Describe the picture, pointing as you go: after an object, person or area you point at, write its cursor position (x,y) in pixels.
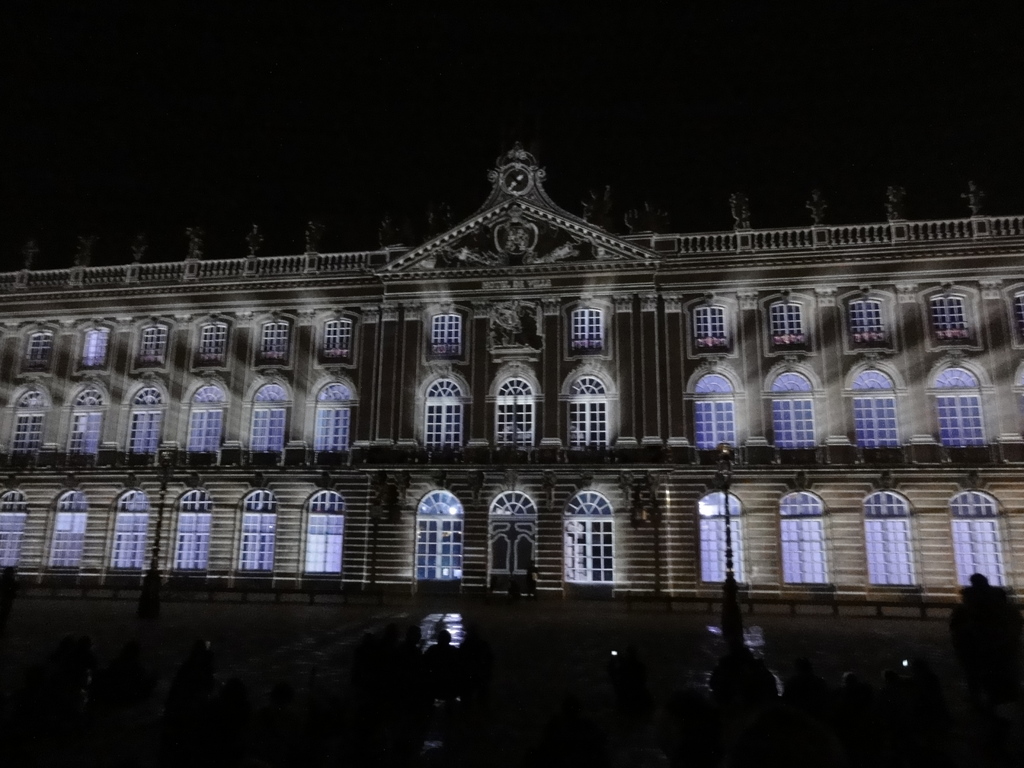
In this picture we can see a building (342,414) here, we can also see windows (330,556) of the building (215,472), there is a pole (730,452) here.
